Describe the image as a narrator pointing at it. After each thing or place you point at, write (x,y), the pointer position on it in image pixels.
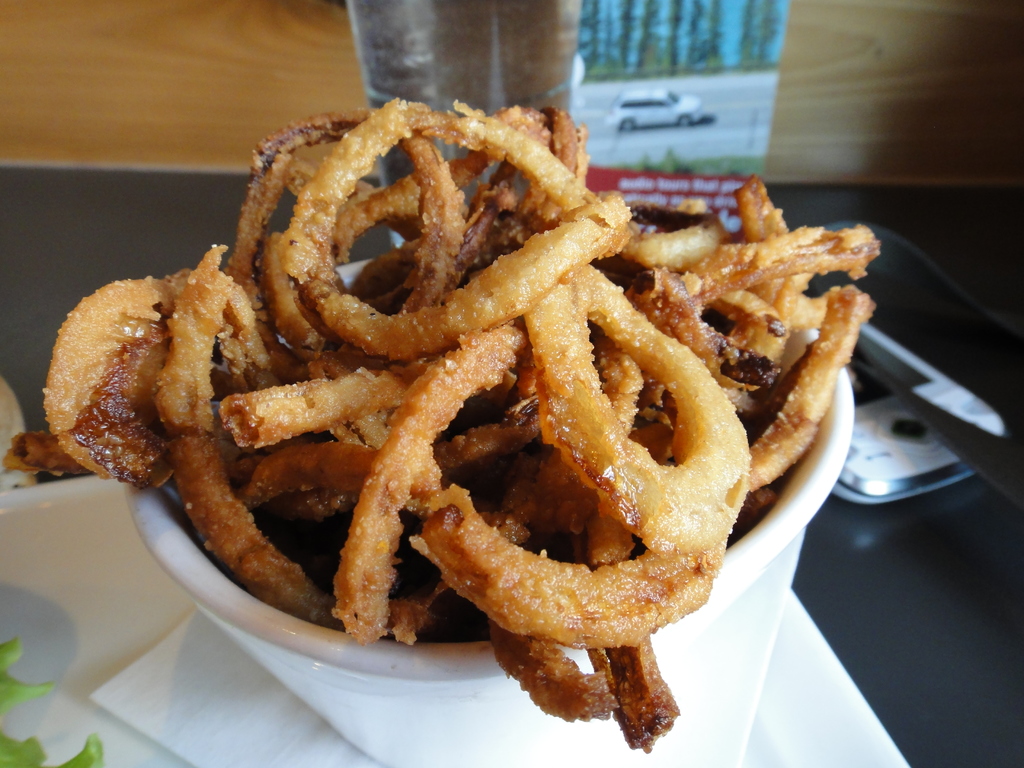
In this image we can see some different food (98,759), different objects (455,705) on the table (939,613) and one poster (671,87). In that poster (644,106) there are so many trees (752,44), grass (679,72) and car (655,105) on the road (666,128).
